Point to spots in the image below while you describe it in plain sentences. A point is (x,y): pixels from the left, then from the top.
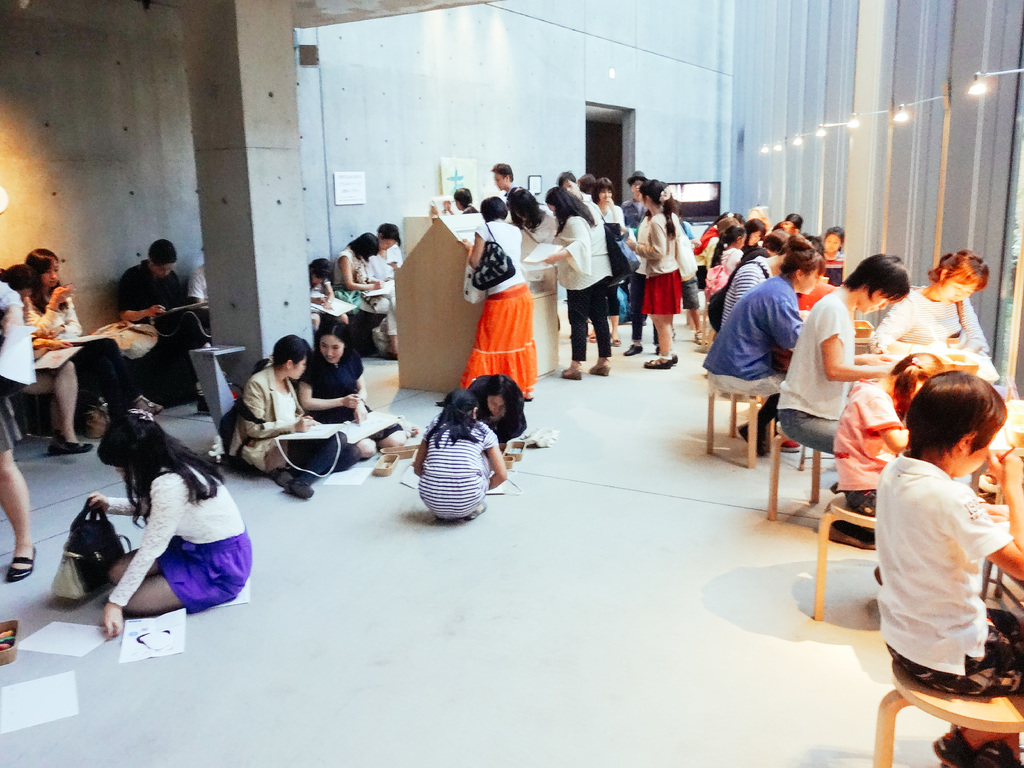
In this image, we can see people (801,270) and some are sitting on the stools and are holding books (25,373) and some other objects (24,357) and we can see a stand (416,281). In the background (323,152), there are lights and we can see boards (344,172) on the wall (307,217). At the bottom (349,661), there is a floor (271,619).
